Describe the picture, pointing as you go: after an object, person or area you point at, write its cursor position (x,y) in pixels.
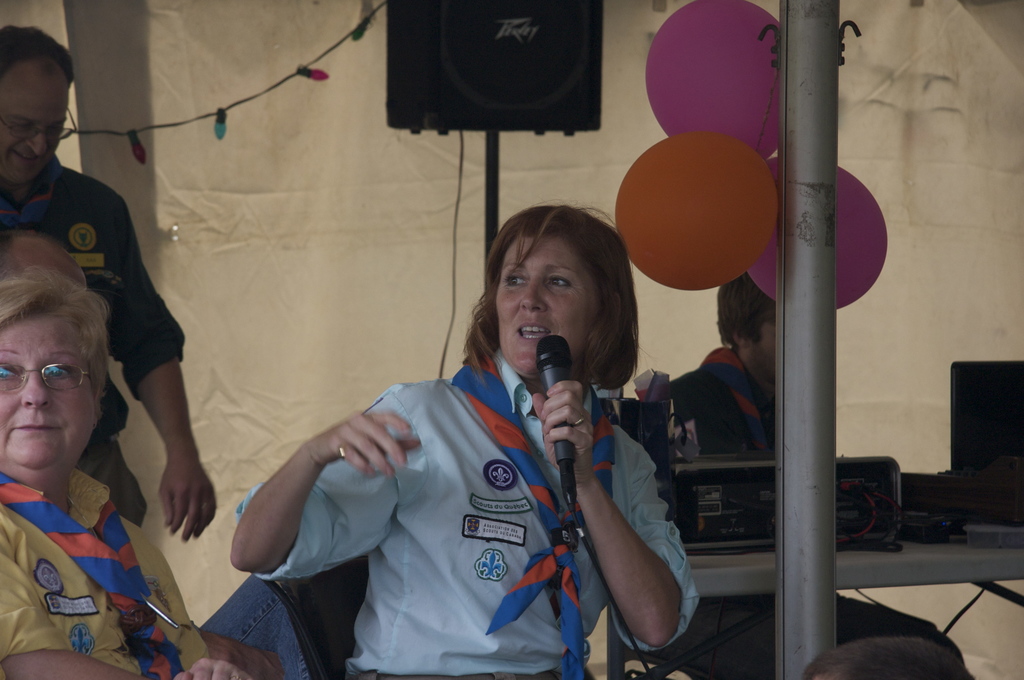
In this picture there is a woman (641,464) who is holding a mic (550,384) and she is sitting on the chair (352,642). Beside her we can see old woman (61,460) who is wearing yellow shirt (76,579). Here we can see man (104,263) who is standing near to the white cloth (237,278). Here we can see a person (751,336) who is sitting near to the table (1016,596). On the table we can see devices (719,487), box (742,506), bottles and other objects (1011,412). Here we can see balloons (758,179) which are attached to this pole (784,211). Here we can see black speaker (510,90) near to the lights (188,120).
